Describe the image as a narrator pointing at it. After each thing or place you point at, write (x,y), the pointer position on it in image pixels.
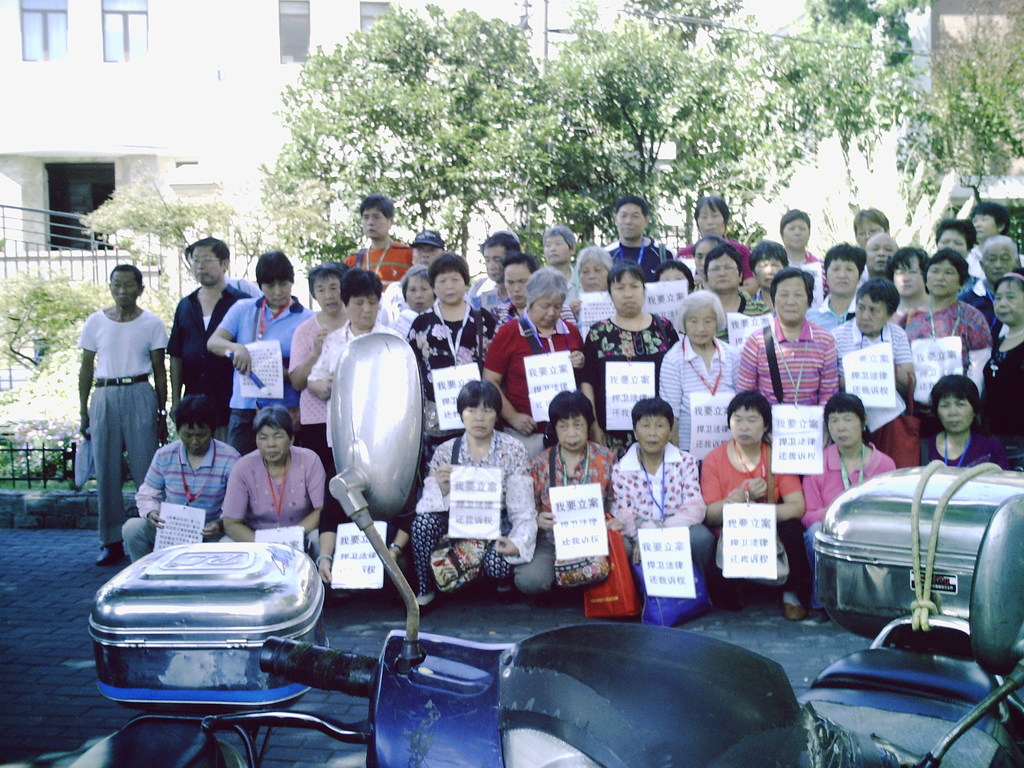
In this image we can see a group of people (604,379) in which some are sitting and some are standing. There are many trees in the image. We can see a few buildings (233,140) in the image. There are two motorbikes (919,652) are parked at the bottom of the image (750,662).
